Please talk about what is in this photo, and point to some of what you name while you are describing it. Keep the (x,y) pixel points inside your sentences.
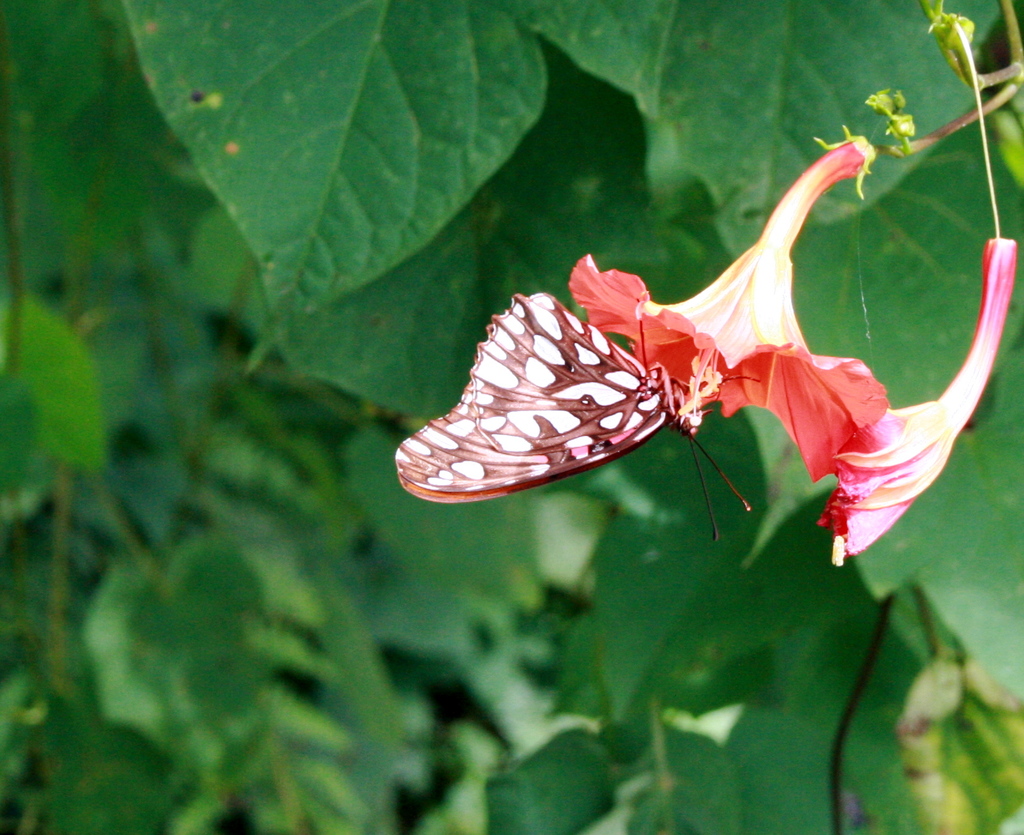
In this image there is a butterfly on the flower (698,302). In the background of the image (316,189) there are leaves (643,612).
